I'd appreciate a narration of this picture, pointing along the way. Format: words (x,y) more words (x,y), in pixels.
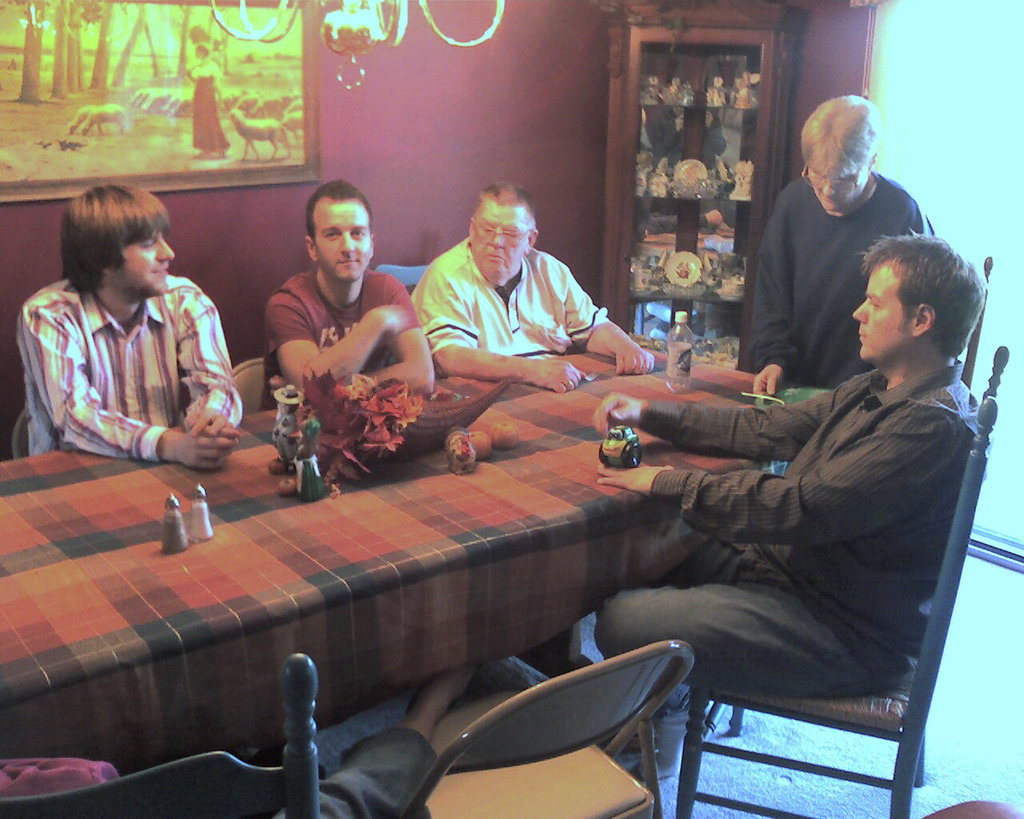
In this picture we can see a group of men (589,336) where some are sitting on chairs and one is standing and on table (315,530) we can see leaves (325,426), jar (278,430), bottles (166,518) and in background (365,114) we can see wall (341,101) with frames (238,132), racks (639,117) with glass items (722,96) in it.
